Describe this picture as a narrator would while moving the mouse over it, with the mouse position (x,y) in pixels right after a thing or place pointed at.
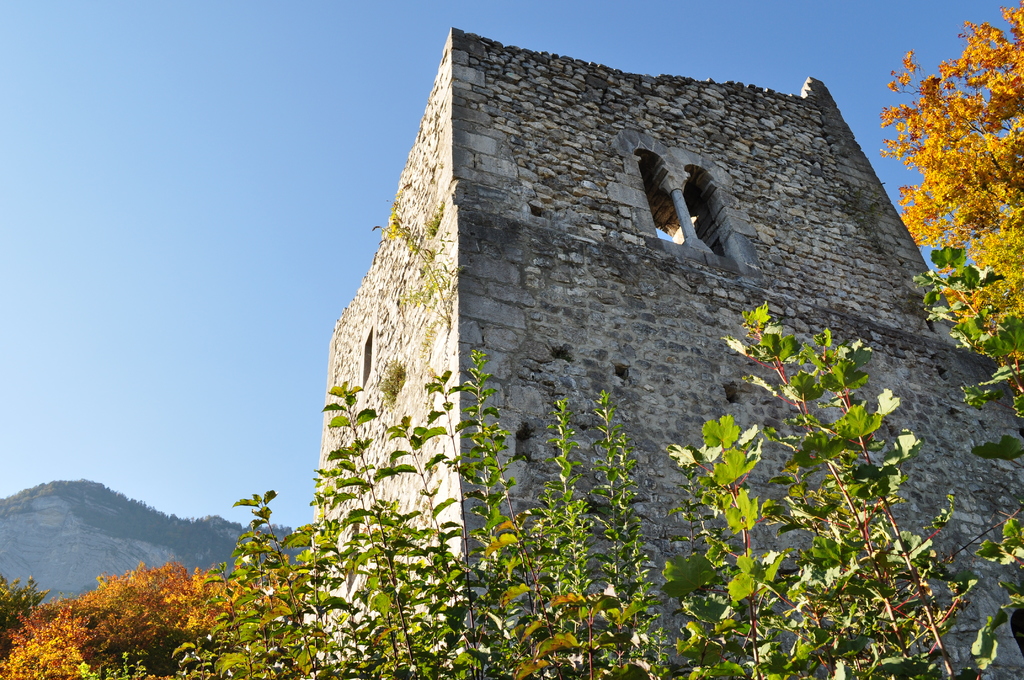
In this image we can see a building (701,221) with windows (741,266). In the foreground (608,481) we can see some plants (714,551). In the background (194,593), we can see a group of trees (120,626), hill (142,549) and the sky (247,213).
